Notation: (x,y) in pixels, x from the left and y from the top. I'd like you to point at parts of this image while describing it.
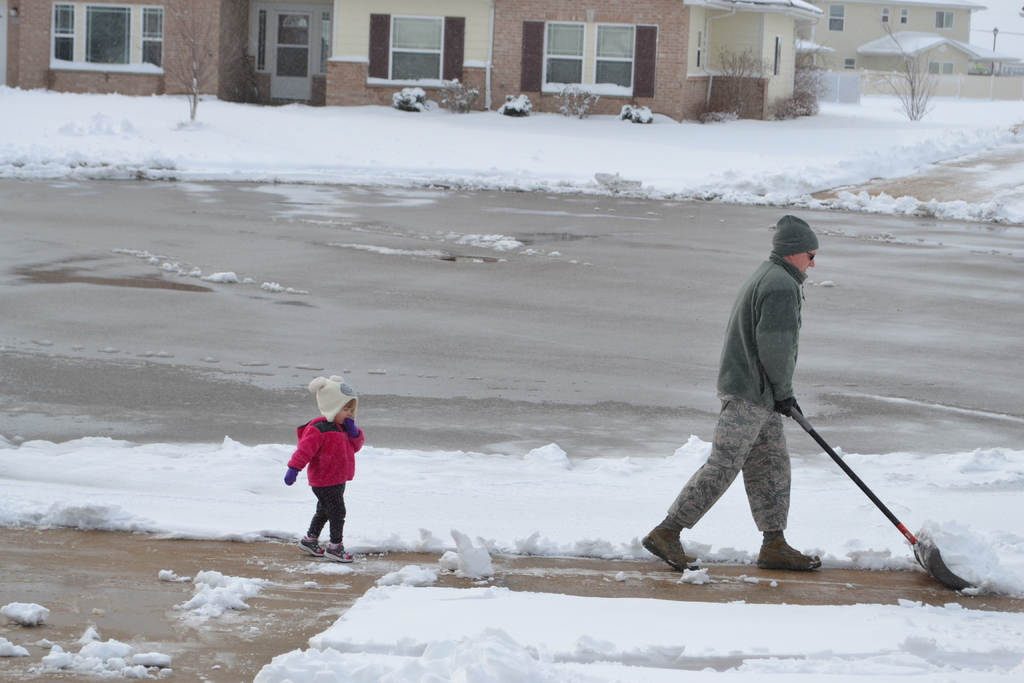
This picture shows man (791,246) walking and holding digging instrument (963,582) in order to clear the snow (977,533) on the ground (758,583). he wore a cap (803,249) on his head (807,256) and a jacket (772,334) and we see a kid (343,410) with a cap (322,407) and a jacket (345,454) and we see couple of houses (773,46) and snow (809,144) on the ground (594,416) and few trees (907,103).
